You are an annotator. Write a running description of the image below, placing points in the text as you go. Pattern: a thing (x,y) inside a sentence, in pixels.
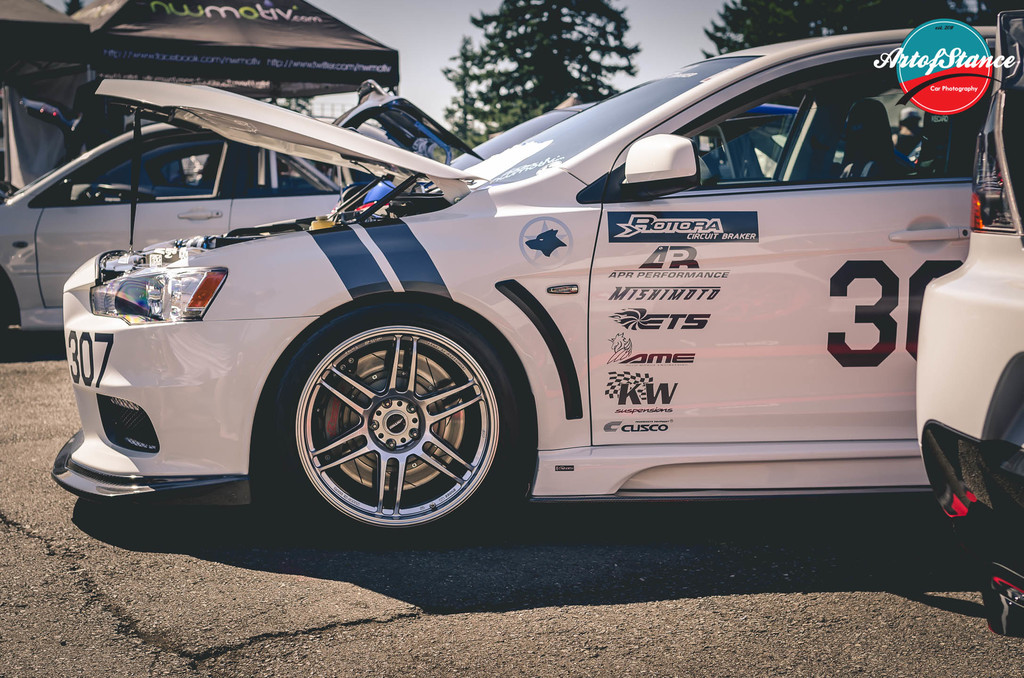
In this picture there is a sports car (464,177) in the center of the image (466,240) and there are other cars (214,185) on the right (964,470) and left side of the image (165,199), there are trees (990,24) at the top side of the image (864,8).
